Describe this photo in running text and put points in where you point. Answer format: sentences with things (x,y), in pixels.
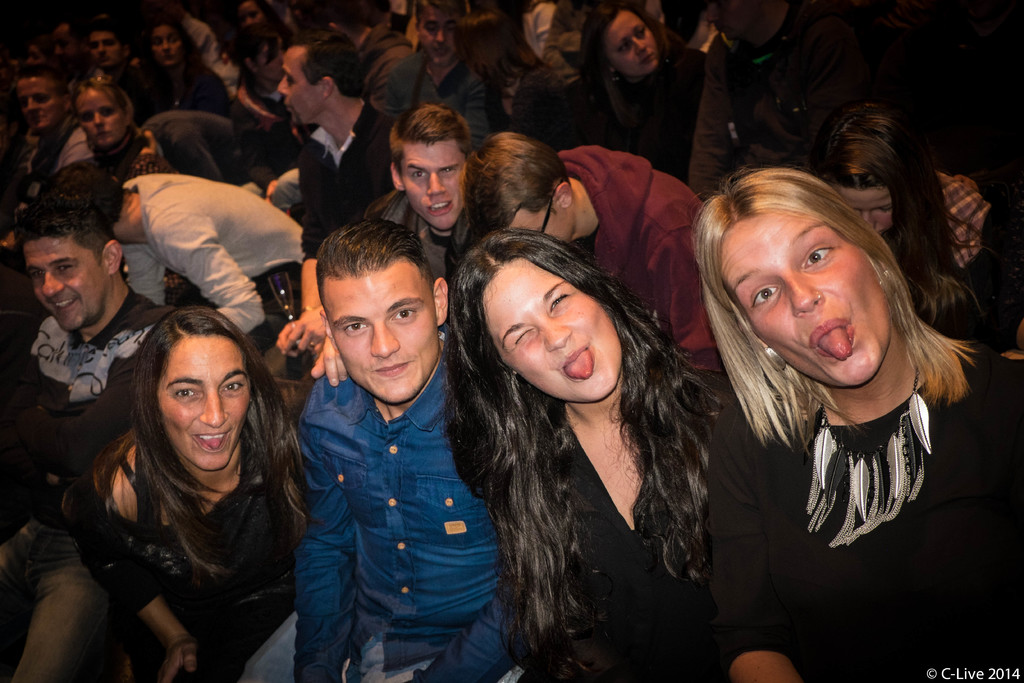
In picture we can see few people (582,267) are sitting. And in the front (198,382) there are four persons (346,373) posing a camera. He is in blue color shirt (389,519) and these three are in black color dress (747,603).
